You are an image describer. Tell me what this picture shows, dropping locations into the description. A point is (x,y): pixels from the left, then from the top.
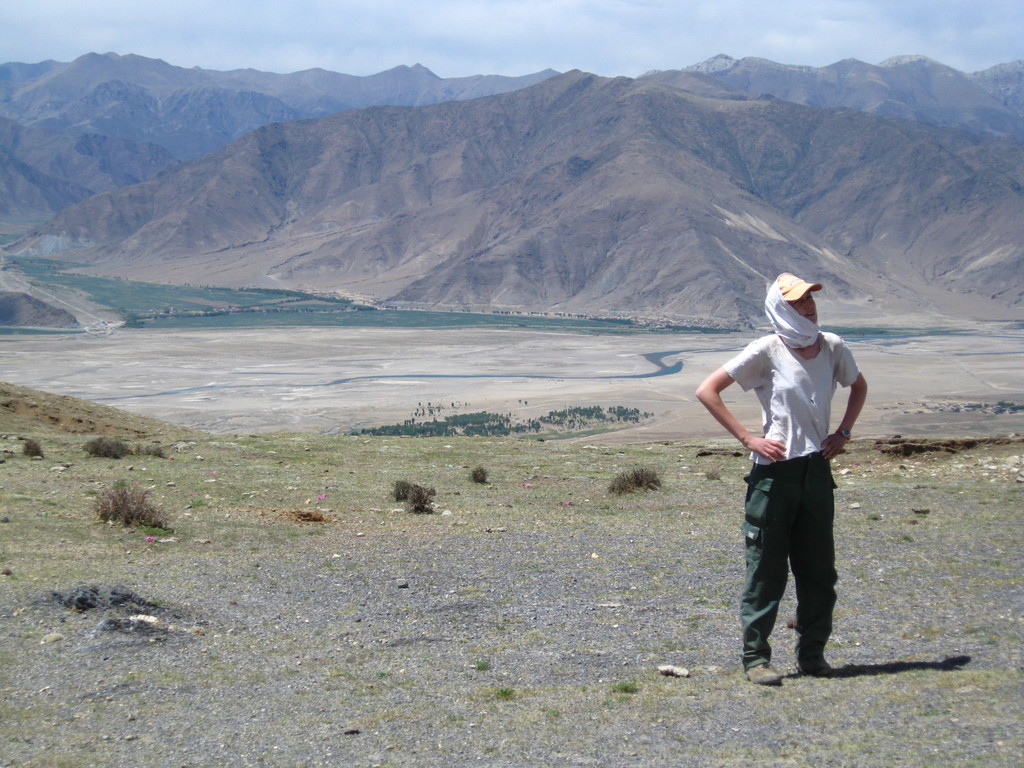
In the foreground (879,664) I can see a person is standing on the ground (616,689). In the background (952,289) I can see mountains (400,234) and the sky (198,7). This image is taken may be during a day.
